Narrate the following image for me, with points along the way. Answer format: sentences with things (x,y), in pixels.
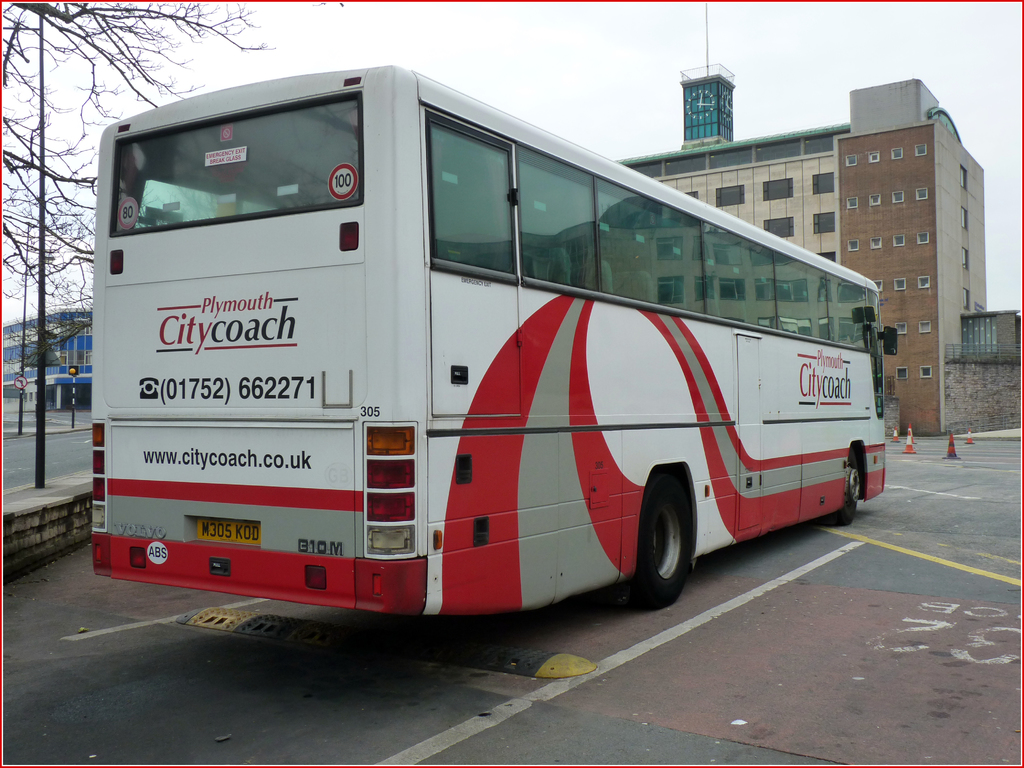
In this image I can see the vehicle (392,157) and the vehicle (319,318) is in white and red color, background (950,223) I can see few buildings (962,196) in brown and blue color. I can also see few poles (41,286), trees (25,165) and the sky (533,56) is in white color.
